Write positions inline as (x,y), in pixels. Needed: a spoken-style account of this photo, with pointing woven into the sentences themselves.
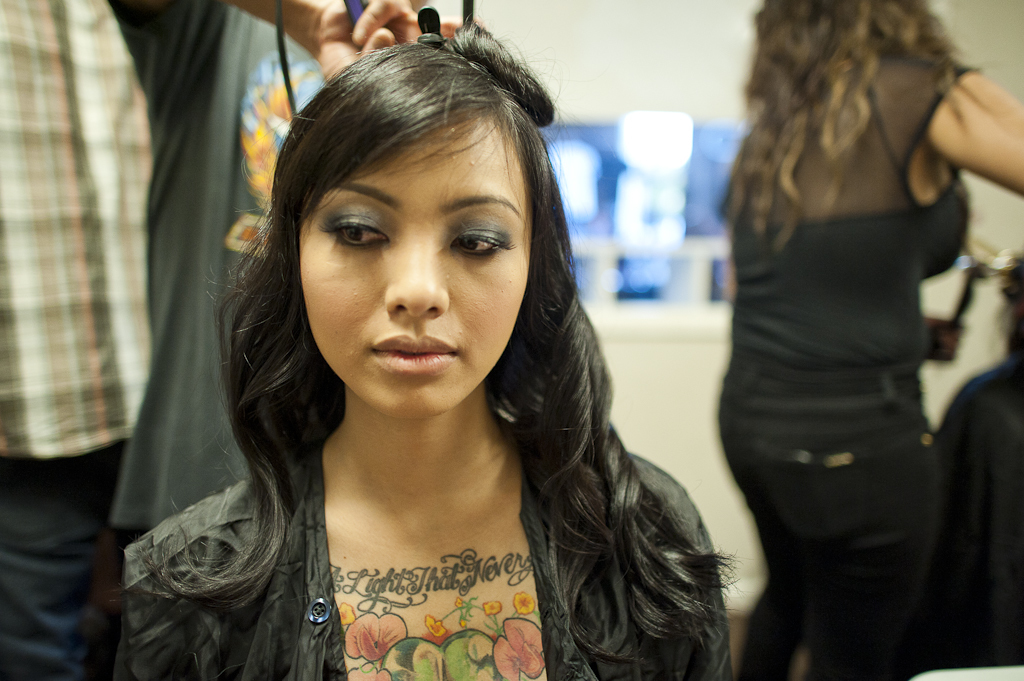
In this image I can see the group of people (270,460) with different colored dresses (683,501). I can see one person (328,75) holding an object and I can see the blurred background (133,412).
